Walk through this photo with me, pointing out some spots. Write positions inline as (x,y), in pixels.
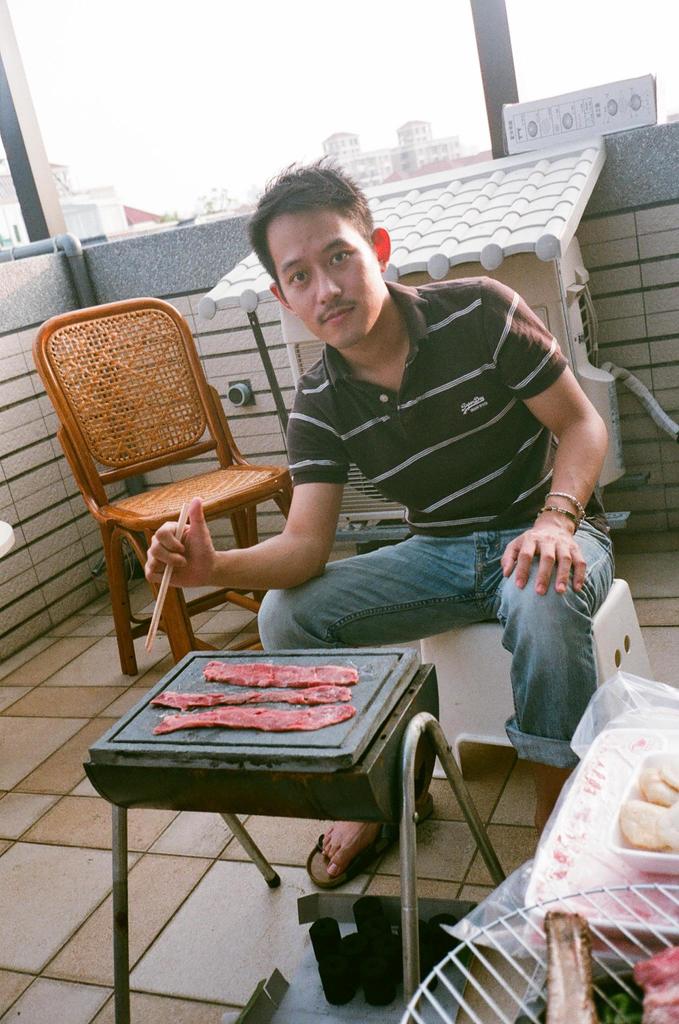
In this image we can see a man (522,460) sitting on the plastic chair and he is holding a pair of wooden chopsticks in his right hand (201,560). He is wearing a T-shirt (475,483) and a pant (532,615). Here we can see a wooden chair (120,519) on the floor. Here we can see a bowl (670,852) on the plate (646,878). Here we can see the pipeline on the wall (125,258). In the background (22,228), we can see the buildings (142,220).
